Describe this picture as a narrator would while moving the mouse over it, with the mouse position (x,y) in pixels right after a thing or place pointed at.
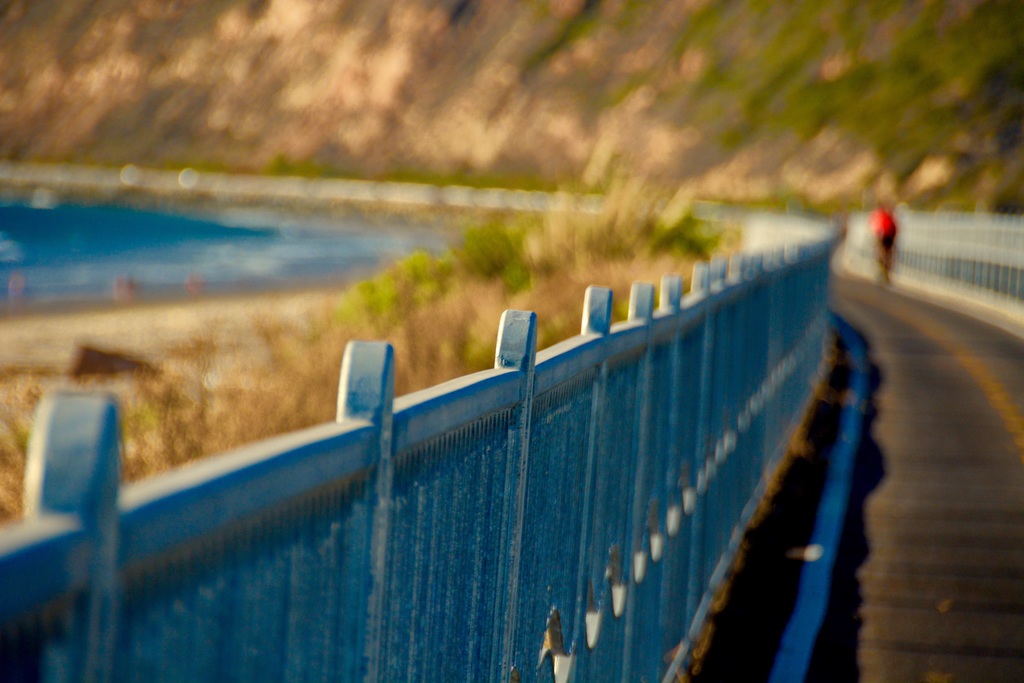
On the left side (305,648), there is a fence (487,525). On the right side (936,540), there is a road (933,488). In the background (681,269), there is water (28,213), plants (617,195) on the ground (629,217) and there is a mountain (469,61).
